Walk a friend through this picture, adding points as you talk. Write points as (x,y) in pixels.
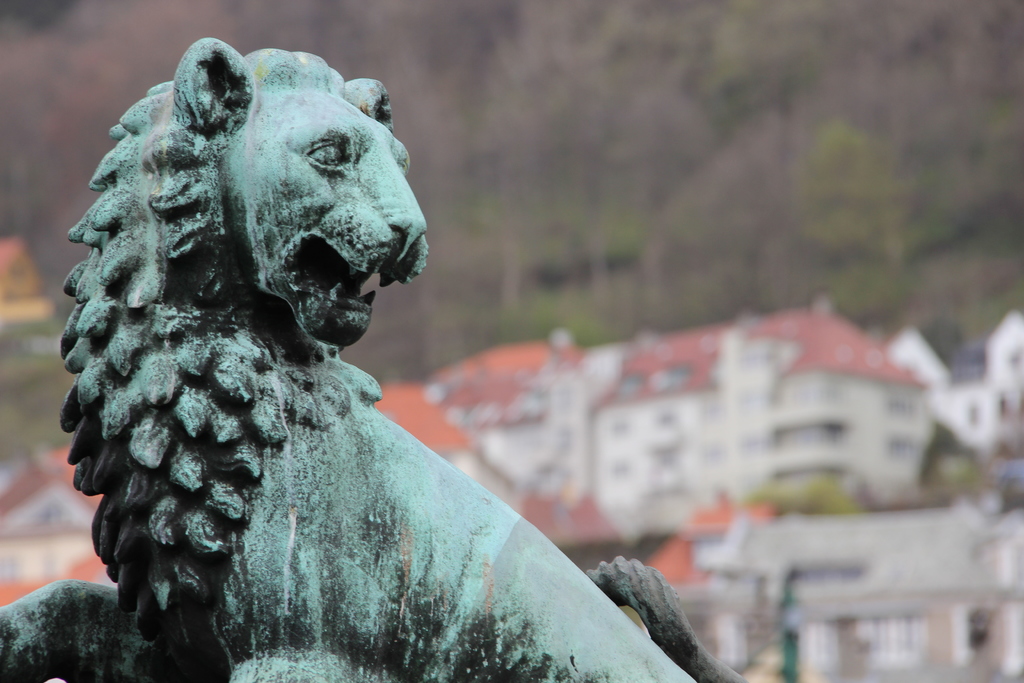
In the image there is a statue (295,549) of a lion (236,298) and the background of the statue (182,123) is blur.
